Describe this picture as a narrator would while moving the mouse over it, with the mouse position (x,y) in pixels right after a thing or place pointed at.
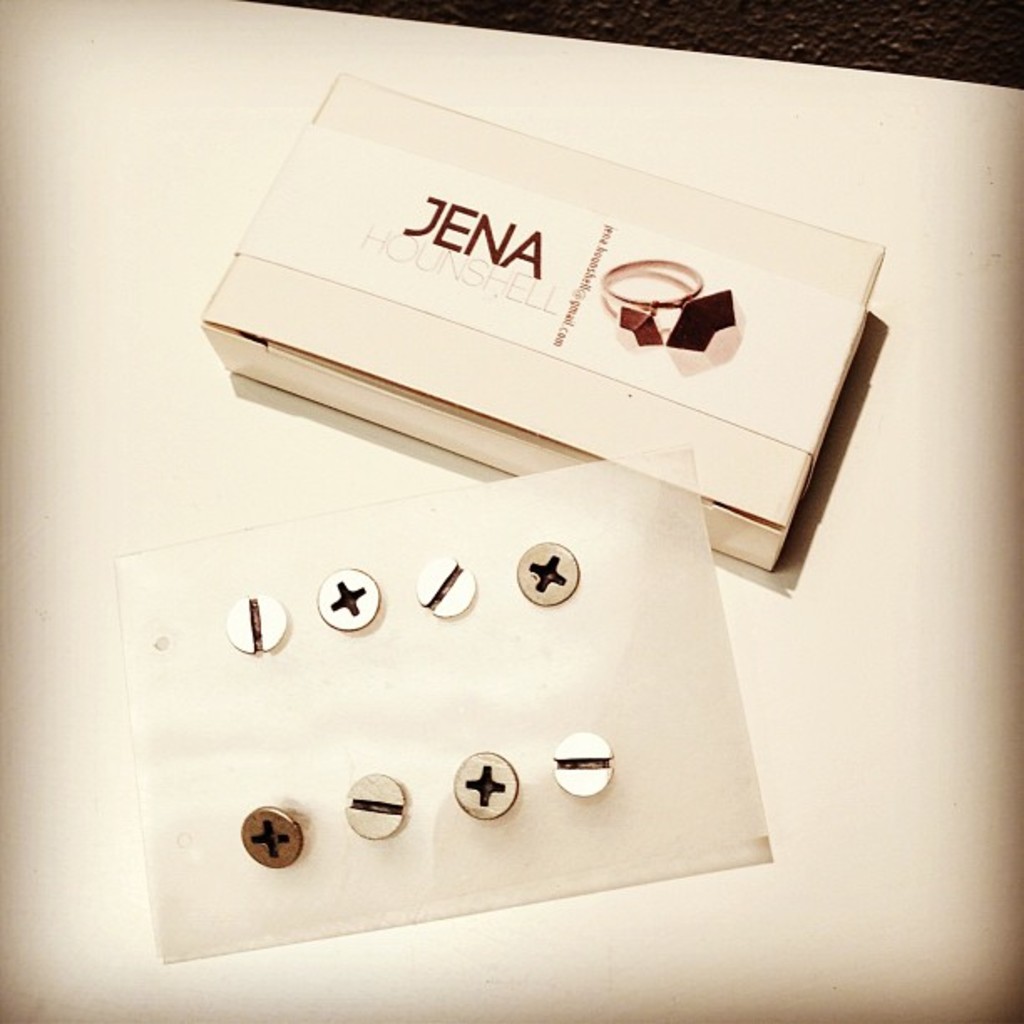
In the picture I can see screws (372,783) are fixed to some surface (486,687), here I can see a box (535,365) on which I can see some text (508,302). They are placed on the white color surface (969,338).
